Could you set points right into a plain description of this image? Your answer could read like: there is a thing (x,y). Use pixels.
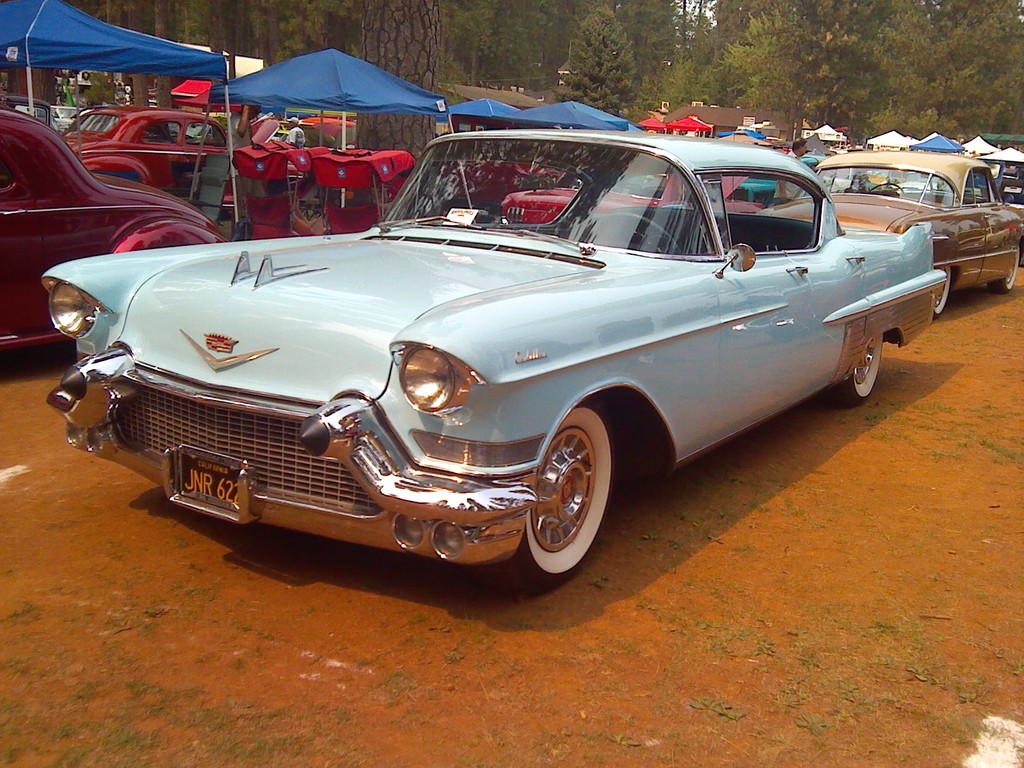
In this image, we can see cars (340,277), tents (86,60) and in the background (625,58), there are trees (859,67). At the bottom (599,641), there is ground (754,653).
